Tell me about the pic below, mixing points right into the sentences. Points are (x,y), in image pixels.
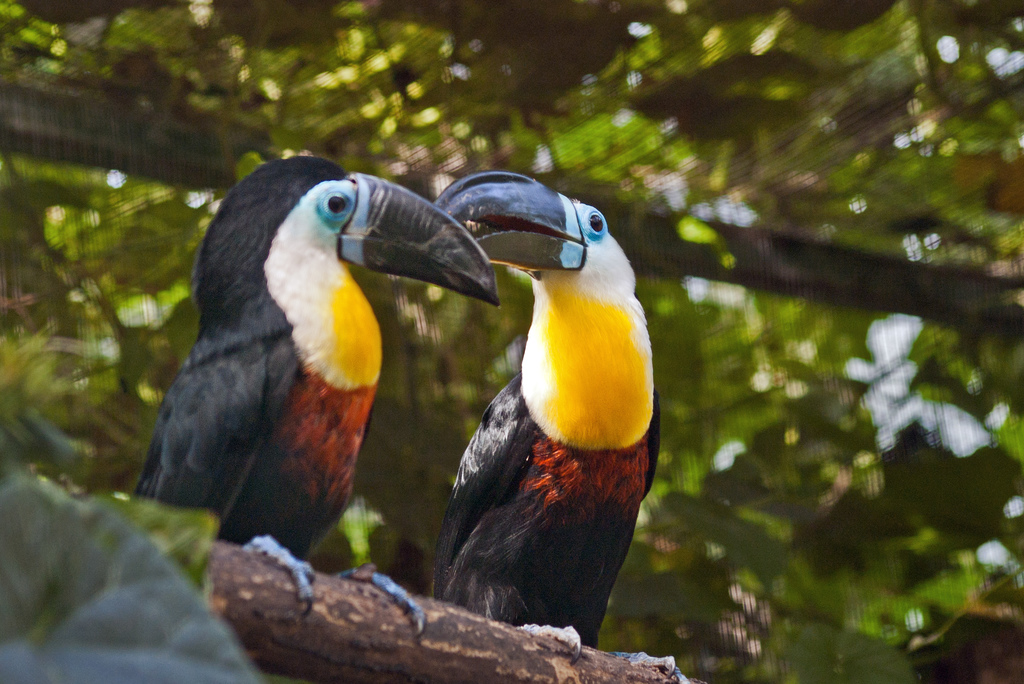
In this image, I can see two birds (340,427) on a branch (391,638). In the background (145,233), I can see the leaves (851,495), which are blurred.
